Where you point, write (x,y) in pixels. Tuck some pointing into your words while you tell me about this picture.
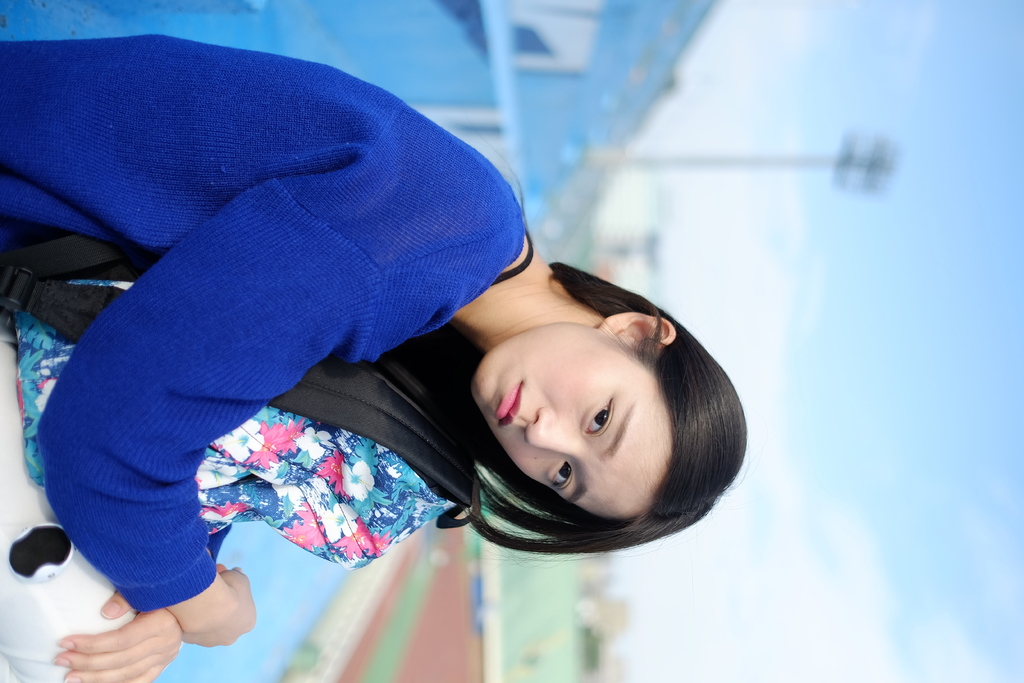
In this picture there is a girl (424,202) on the left side of the image (116,249).
